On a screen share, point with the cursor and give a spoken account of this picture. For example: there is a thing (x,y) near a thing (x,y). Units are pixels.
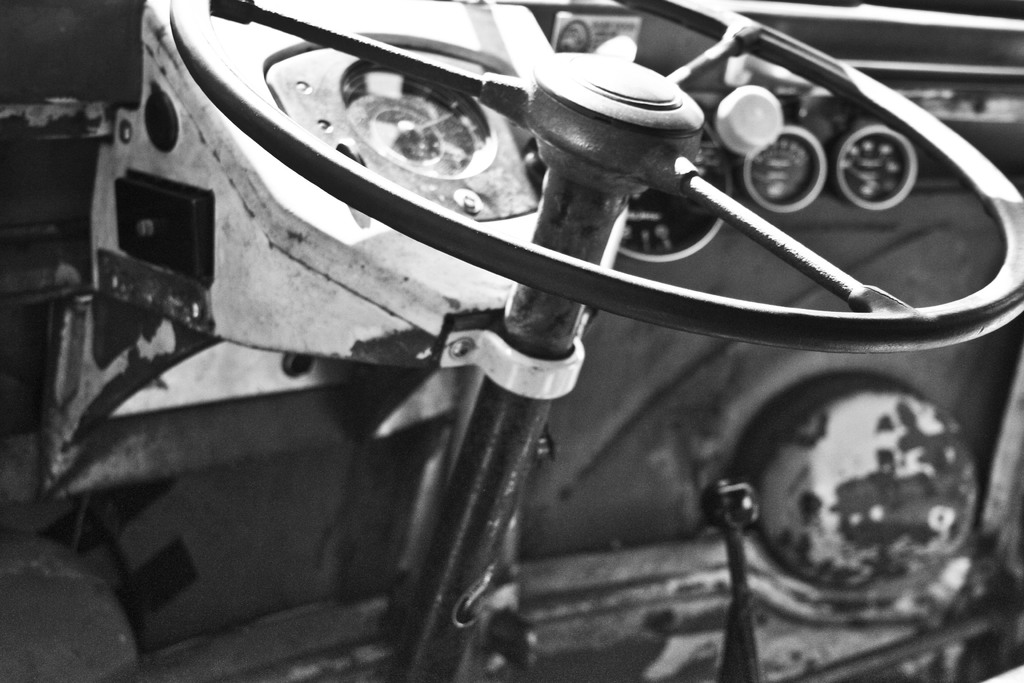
In this image I can see steering (593,176) inside the vehicle (218,214).
